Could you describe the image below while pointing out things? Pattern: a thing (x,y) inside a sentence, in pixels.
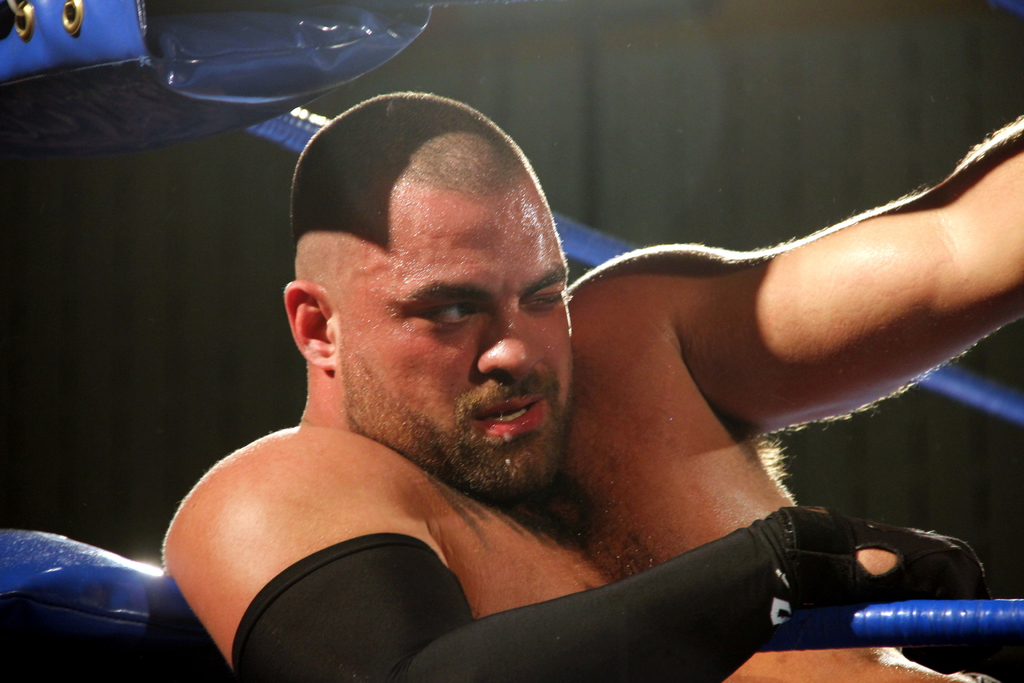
In this image, there is a man (265,642) and there are blue color ropes (302,106).
